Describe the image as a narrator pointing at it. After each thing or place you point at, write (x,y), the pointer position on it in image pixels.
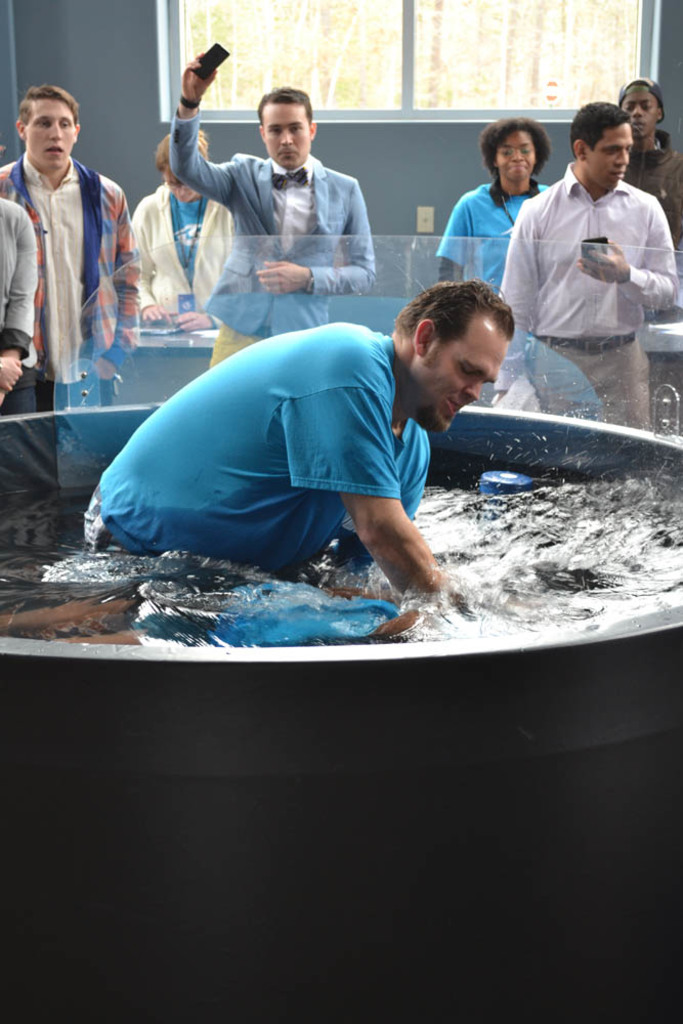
Here in the middle (342,396) we can see a person (395,462) in a tub (558,427) which is filled with water (381,641) over there and behind him we can see number of people (651,166) standing over there and behind them we can see a window (221,84) present, through which we can see trees (280,32) which are present outside over there.
